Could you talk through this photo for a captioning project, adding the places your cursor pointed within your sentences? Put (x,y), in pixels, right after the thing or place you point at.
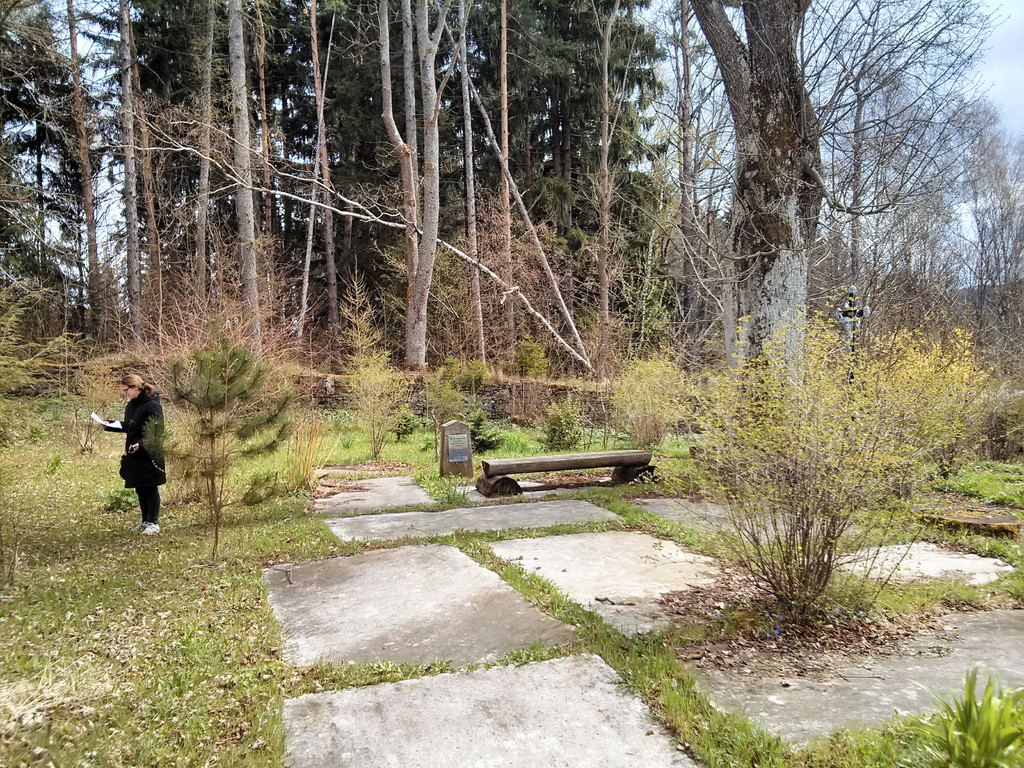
In this picture there is a girl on the left side of the image (163,465), by holding a paper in her hand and there is a log (637,461) in the center of the image (494,484), there is greenery (626,308) around the image.
